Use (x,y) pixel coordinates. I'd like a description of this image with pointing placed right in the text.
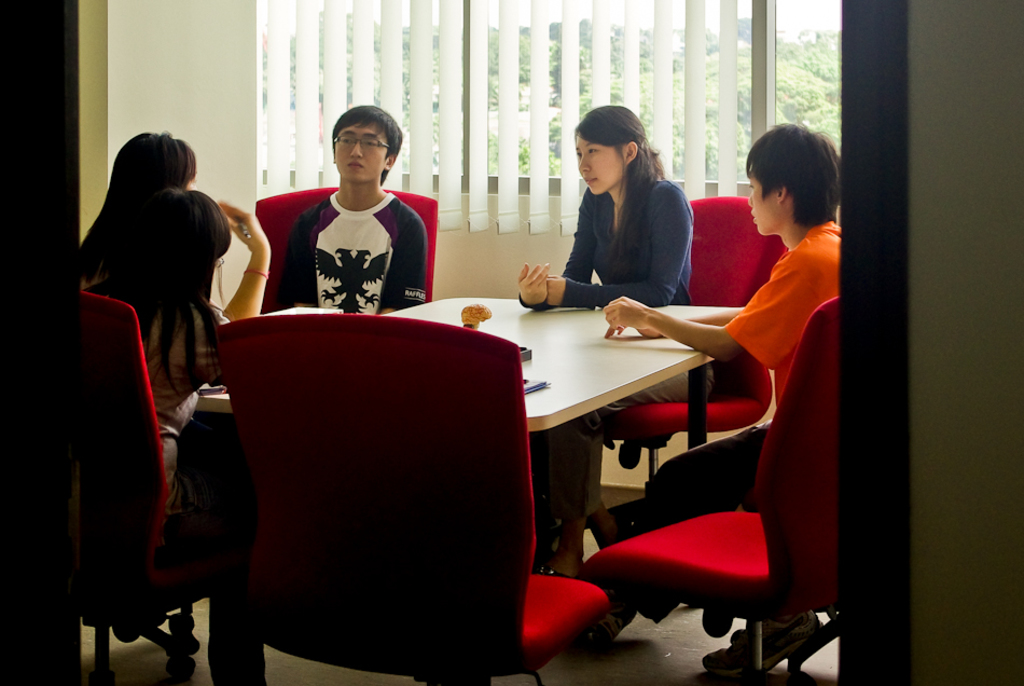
In this image there is a table (514,302) in the middle (561,361) and group of people (195,198) who are sitting in chairs (688,602) around the table (609,357). At the background (366,57) there is curtain (544,81) and the window (771,65) through which we can see the trees (817,71).
